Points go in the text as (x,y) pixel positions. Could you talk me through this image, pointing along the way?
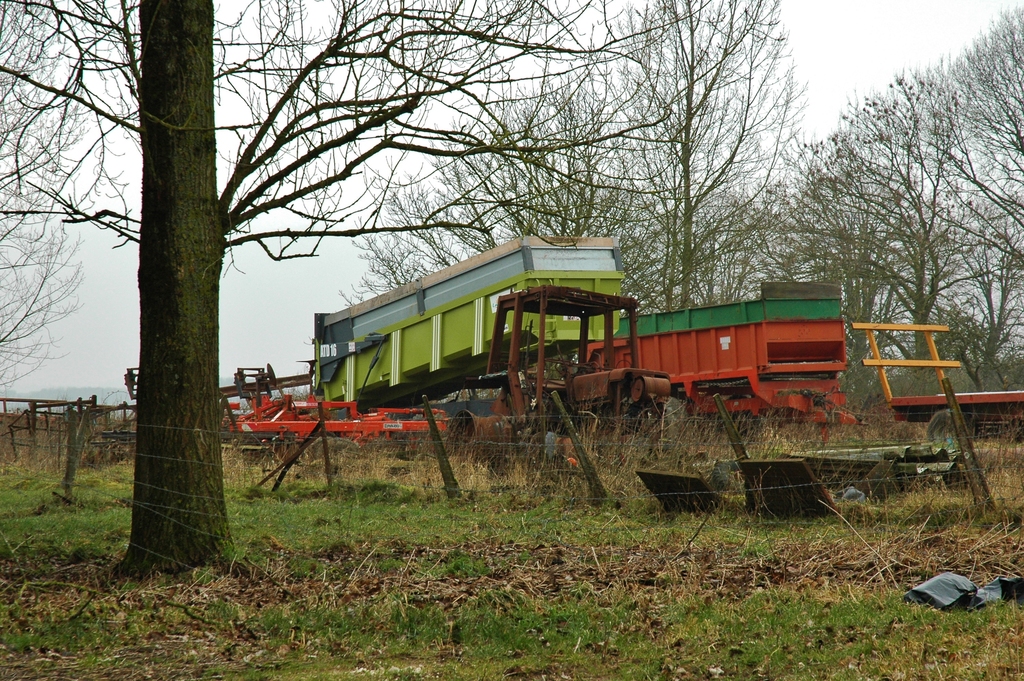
This picture might be taken from outside of the city. In this image, on the right side (711,374), we can see some vehicles (827,390) and a tractor (519,383), trees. On the left side (252,210), we can see a net fence (75,437), trees (220,228). At the top (260,226), we can see a sky (108,342), at the bottom (716,559), we can see a grass (561,506).
